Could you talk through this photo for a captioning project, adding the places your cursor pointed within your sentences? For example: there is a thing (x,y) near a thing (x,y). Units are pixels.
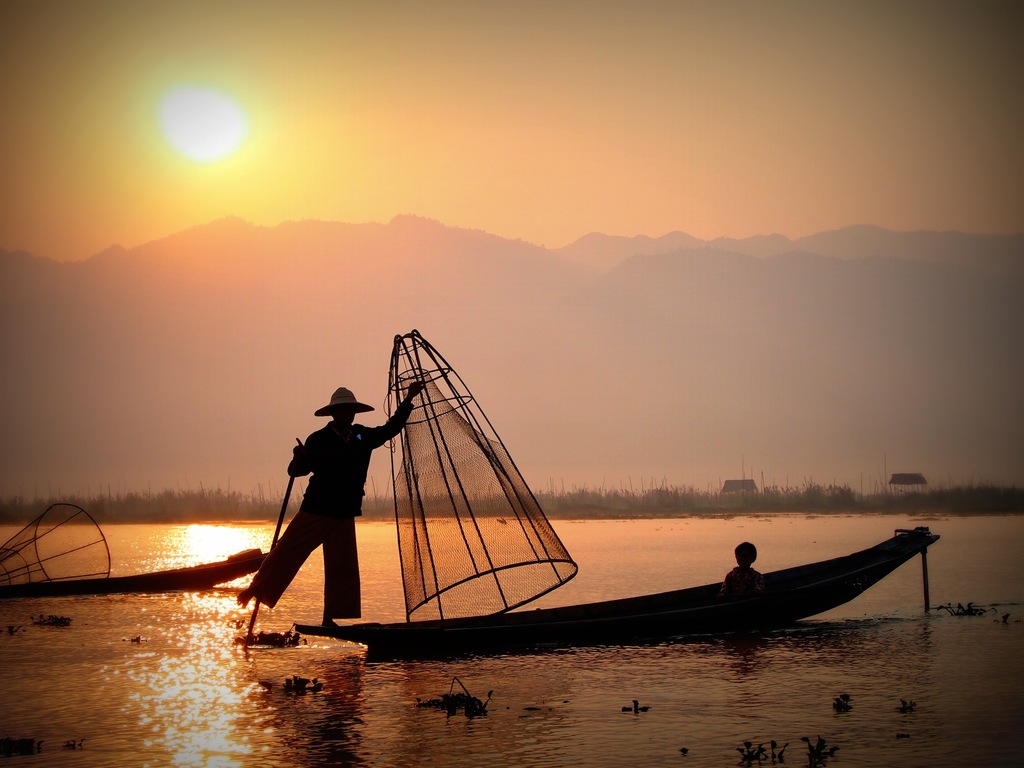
In this image we can see a person (356,449) standing in a boat (392,629) holding a stick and the net (487,531). On the left side (6,587) we can see a boat (8,589) with the net (49,545) which is in a water body (110,596). On the backside (126,504) we can see some trees (740,506), sheds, the sun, the mountains (390,314) and the sky (476,106) which looks cloudy.
